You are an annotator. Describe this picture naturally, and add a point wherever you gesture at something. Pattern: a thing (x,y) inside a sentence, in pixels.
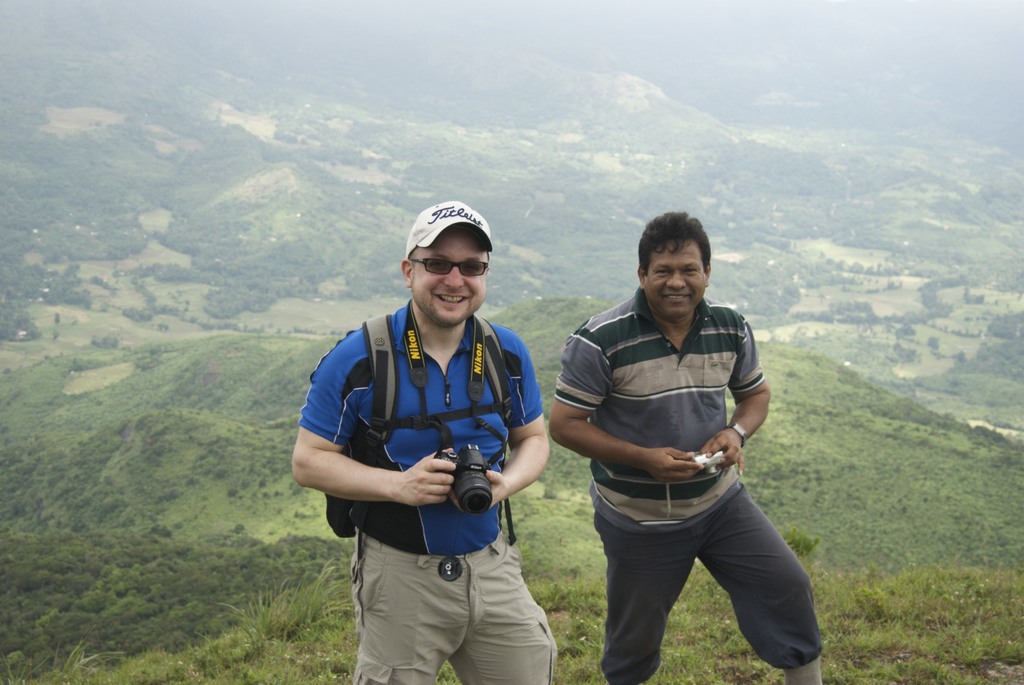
The picture is taken on a hill (864,474). In the foreground of the picture (575,421) there are two persons (608,554) standing. Towards left (332,372) there is a man (415,452) in blue shirt (451,397) holding camera (460,474) and wearing spectacles (433,263) and cap (422,232). In the background (197,402) there are trees (231,249), grass (896,435) and hills (511,96). It is foggy.
